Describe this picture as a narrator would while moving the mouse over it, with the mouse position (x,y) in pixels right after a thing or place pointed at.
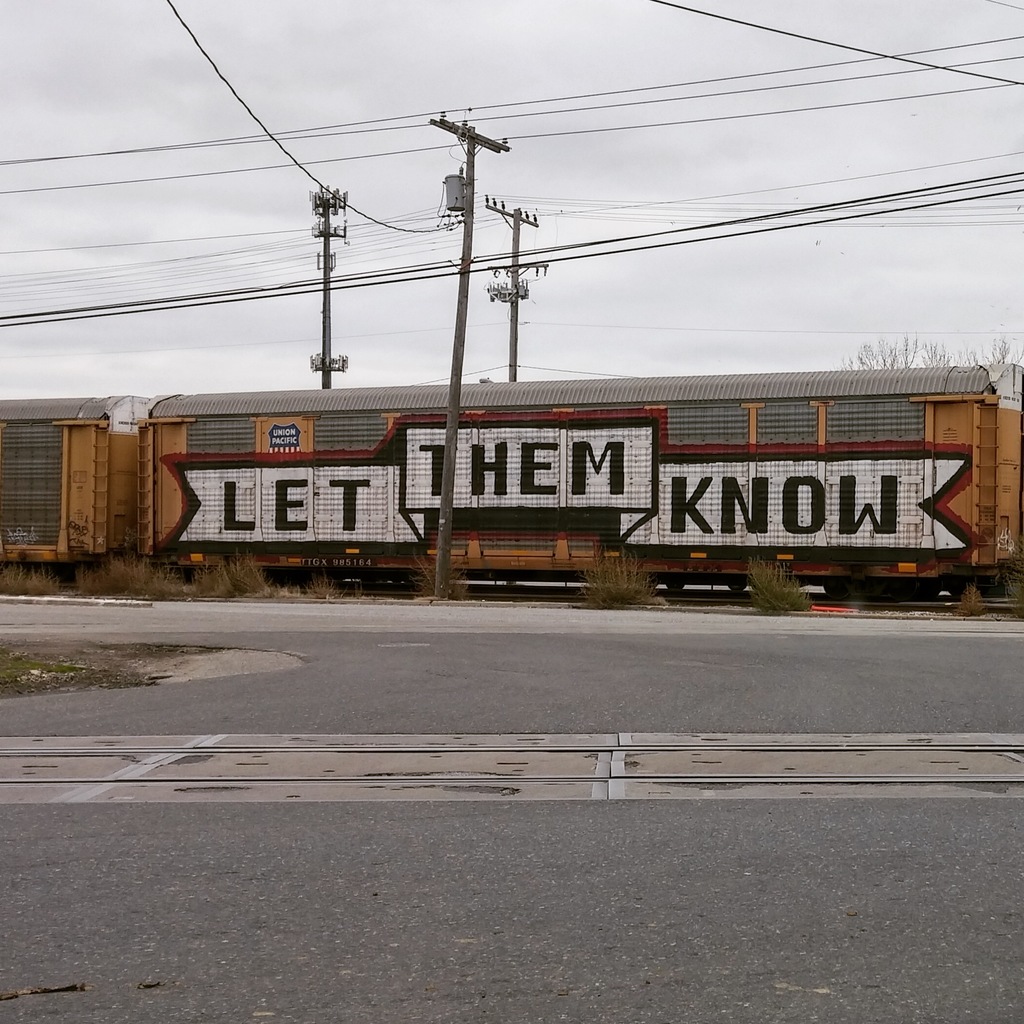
In this picture we can see the road (298,806), train (369,575), plants (34,590), poles (513,264), wires (540,214), some objects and in the background (121,374) we can see the sky (664,187).
